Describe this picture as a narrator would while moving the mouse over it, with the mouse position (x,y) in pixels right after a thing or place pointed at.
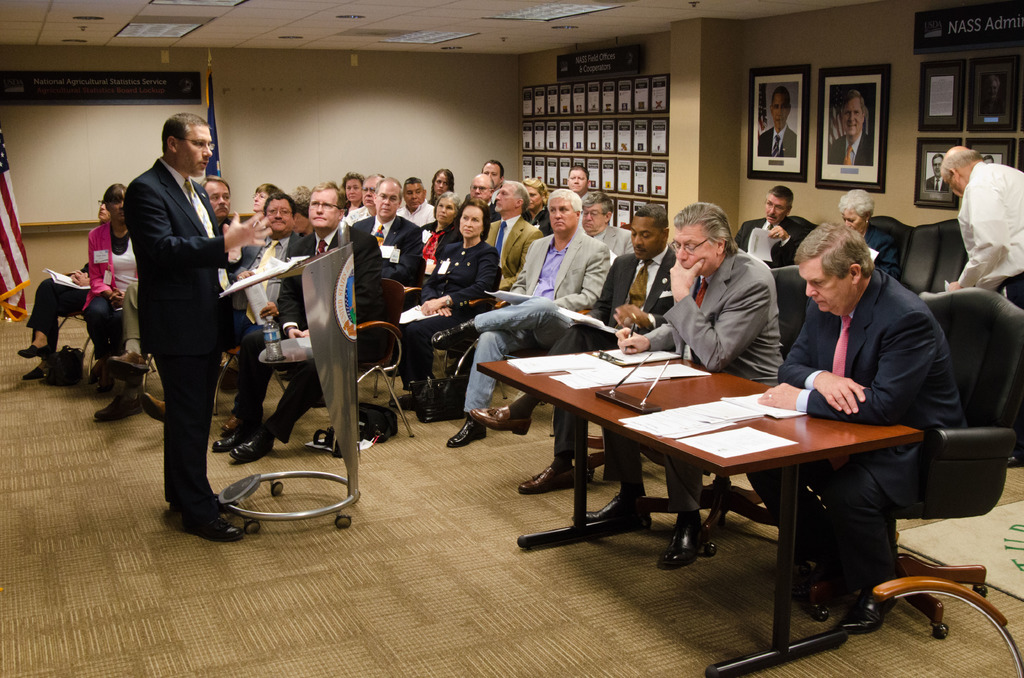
In this image we can see two persons (830,497) who are sitting on a chair (733,504) and they are observing these papers (675,416). Here we can see a person (183,112) standing on the left side (245,229) and he is speaking. Here we can see a few people (413,239) who are sitting on a chair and they are paying attention to the speaker (145,187). Here we can see photo frames (850,154) which are fixed to a wall (902,152).
